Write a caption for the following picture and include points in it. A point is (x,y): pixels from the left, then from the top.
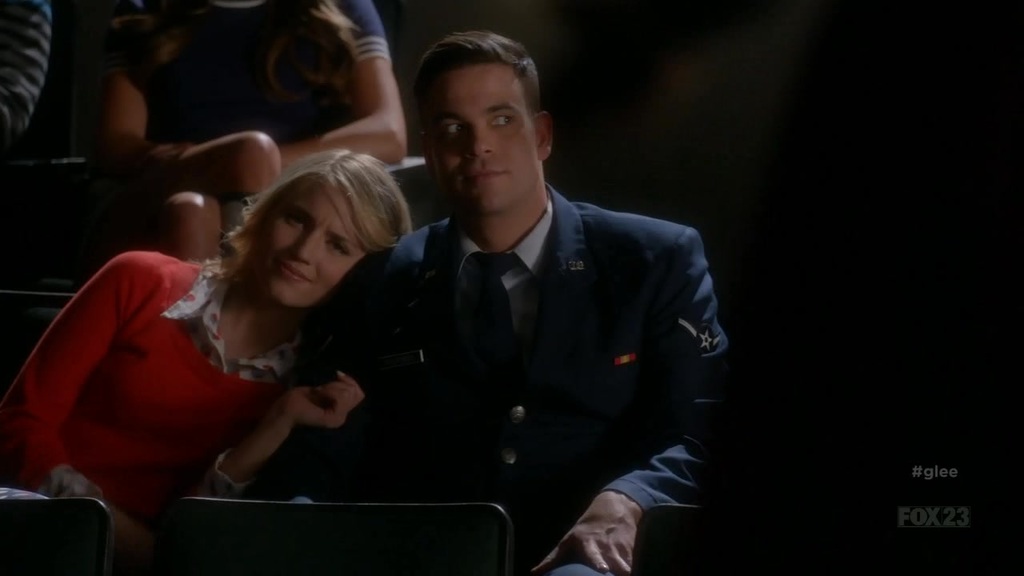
In this image we can see people (373,198) sitting. At the bottom (167,550) there are chairs (263,547).
